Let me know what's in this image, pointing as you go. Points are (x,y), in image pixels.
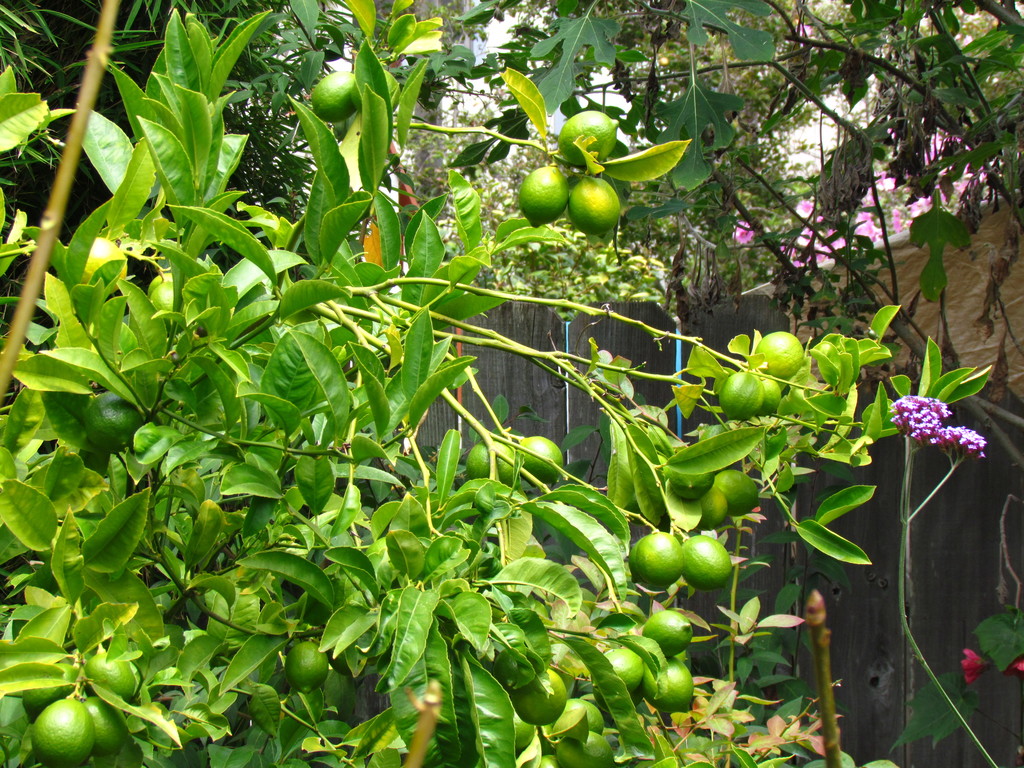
Here in this picture we can see lemons (106,435) and flowers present on the plant (154,468) over there and we can also see other plants (822,142) and trees (760,178) present all over there.
